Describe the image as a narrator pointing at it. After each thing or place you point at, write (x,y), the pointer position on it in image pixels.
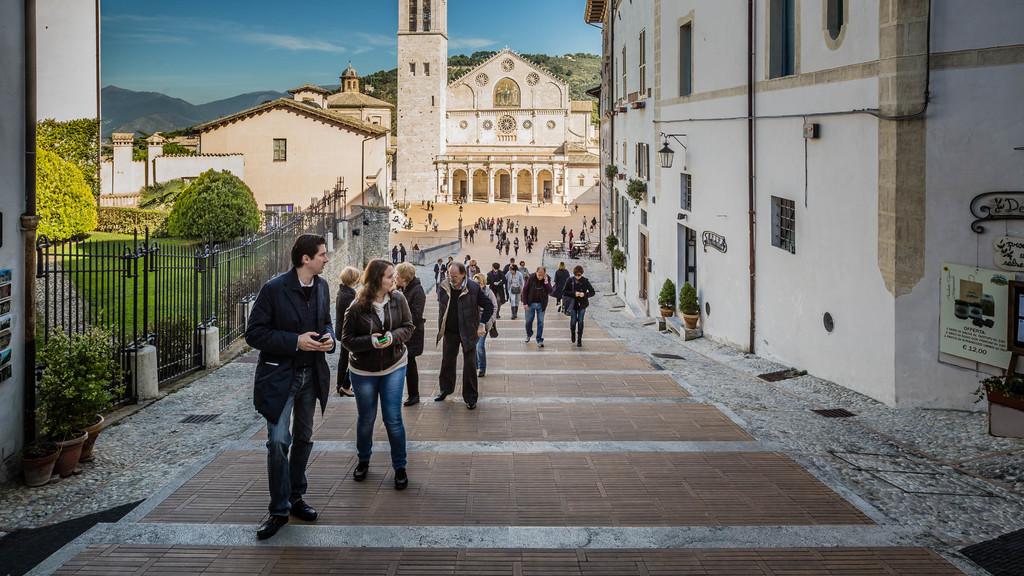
In this image I can see in the middle (375,311) few people (405,348) are walking on the floor (461,519), on the right side (699,45) there are buildings (638,221). On the left side (195,309) there is an iron grill (182,272), at the top (266,39) it is the sky (253,46).
